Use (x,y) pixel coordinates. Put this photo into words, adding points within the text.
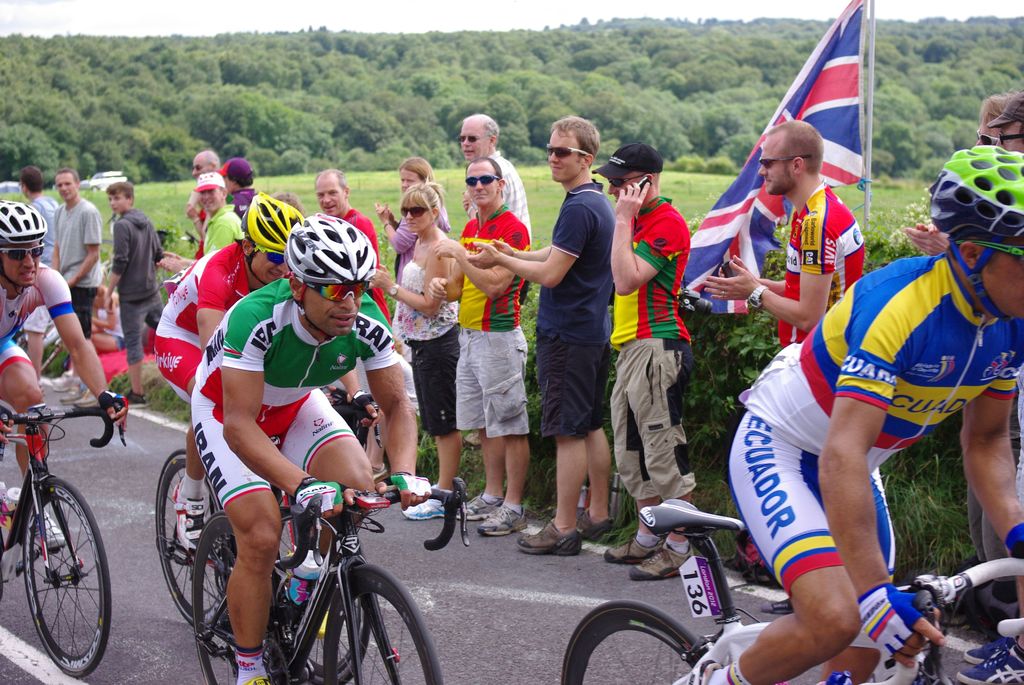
Bottom of the image (993,459) few people (887,294) are riding bicycles (340,667). Behind them few people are standing and watching. Top right side of the image (753,207) there is a flag (712,232). Top left side of the image (99,72) there are some trees (476,48) and there is a sky (921,1) and clouds (220,18). Left side of the image (96,172) there are two vehicles (113,171).
